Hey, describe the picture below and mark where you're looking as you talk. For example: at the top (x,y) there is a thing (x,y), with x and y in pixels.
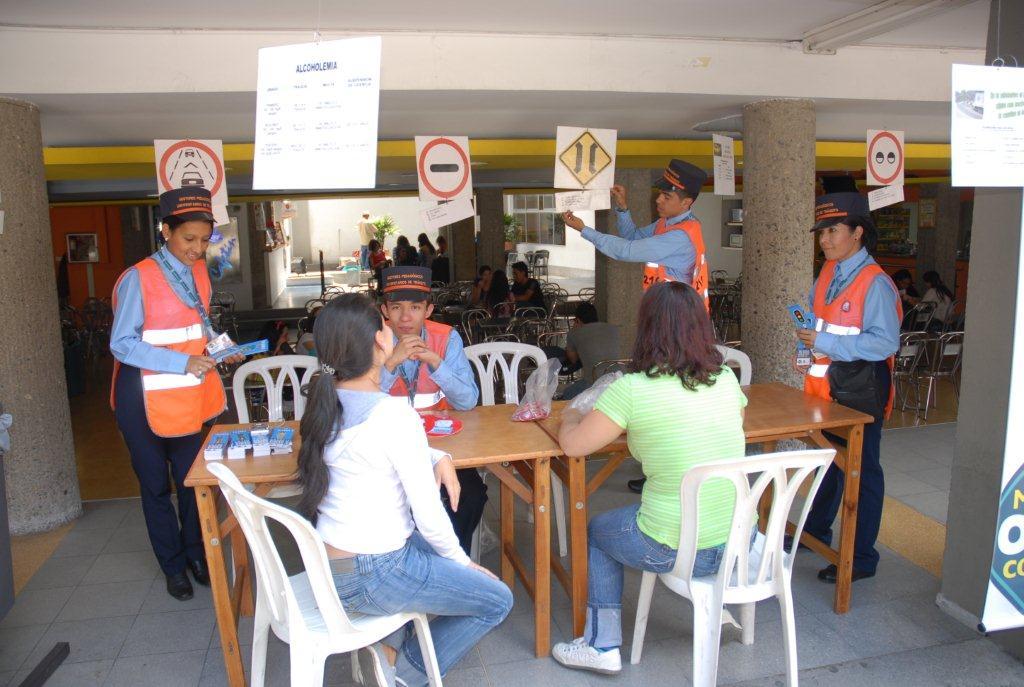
In this image i can see a men (390,359) and two woman (368,440) sitting at the background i can three persons (862,296) standing, a board (467,140) and a glass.
